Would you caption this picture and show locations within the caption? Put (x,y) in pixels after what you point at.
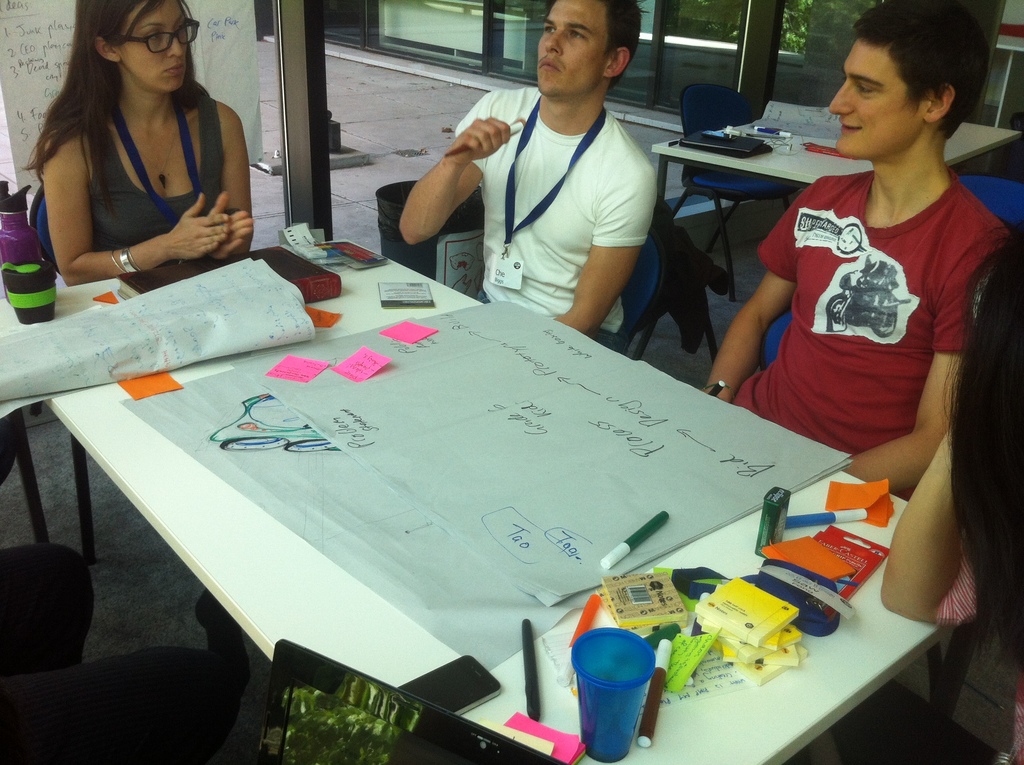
In this picture i could see three persons (914,336) sitting on the chairs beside the dining table (127,427) and working on some paper (401,388). The left corner a girl (170,162) with the specs (155,47) seems like explaining something and the boy (563,220) beside her wearing a white t shirt (568,203) is holding a pen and the other person (825,284) to the white t shirt (537,238) is wearing a red t shirt (891,293) and giving a smile (842,123). There are some charts (528,540), sketch pens (620,560), a bottle (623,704), and booklets (768,642) on the table top (183,512). The table (213,520) is white in color and in the background (447,35) i could see some glass doors (458,27).
